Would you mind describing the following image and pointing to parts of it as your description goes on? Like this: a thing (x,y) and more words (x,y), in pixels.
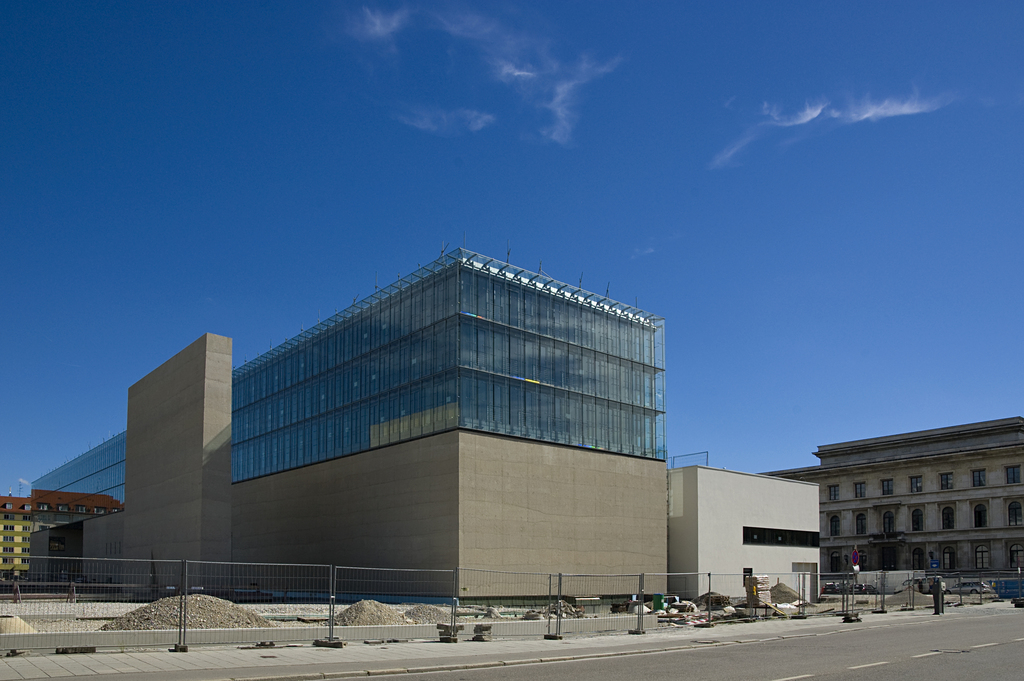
In this image we can see road (936,629), fencing (276,609) there are some buildings (381,495) and top of the image (418,171) there is clear sky (652,165).
